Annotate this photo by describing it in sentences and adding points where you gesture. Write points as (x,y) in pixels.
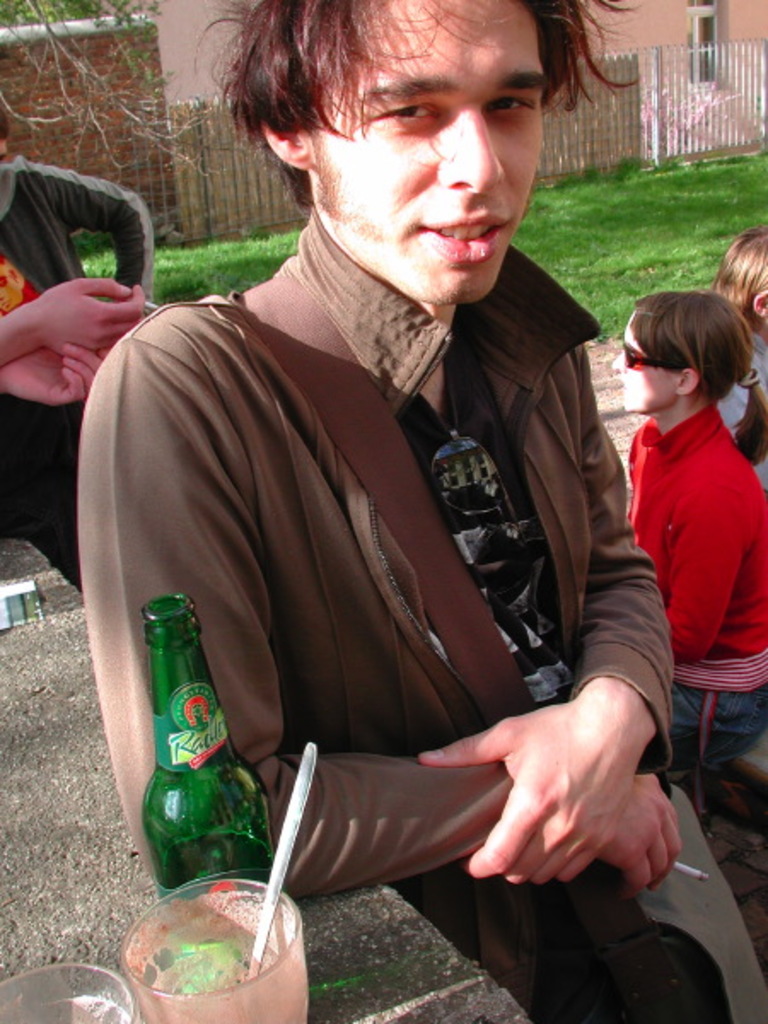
In this image I can see a man (585,53) and he is holding a cigarette (701,873) in his fingers (667,862). In the background (68,375) I can see few more people (734,260). Also in this image I can see a tree (139,5), few glasses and a bottle (192,827).
